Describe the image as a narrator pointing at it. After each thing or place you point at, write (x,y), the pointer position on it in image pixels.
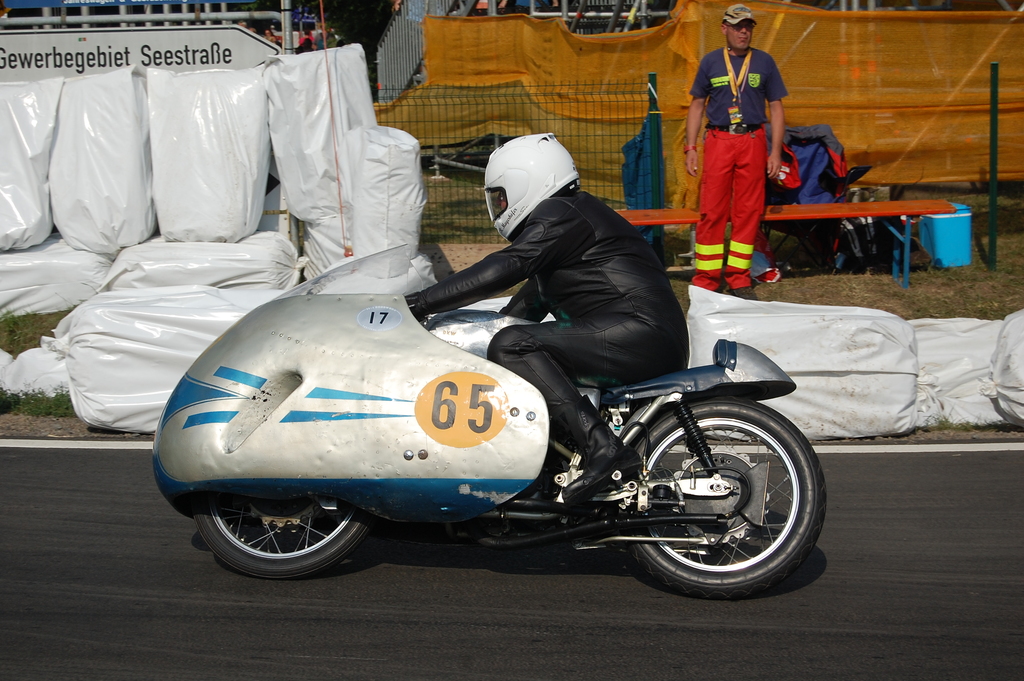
In the center of the picture (613,279) there is a person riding a bike (308,470) on the road (1009,548). In the center of the picture (449,255) there are bags (359,248), bench (888,225), person (720,208), cloth (533,106), board (195,44), gate (629,134), railing (381,60), grass (974,282) and other objects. In the background (373,27) there are people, trees (359,22) and other objects (590,11).
